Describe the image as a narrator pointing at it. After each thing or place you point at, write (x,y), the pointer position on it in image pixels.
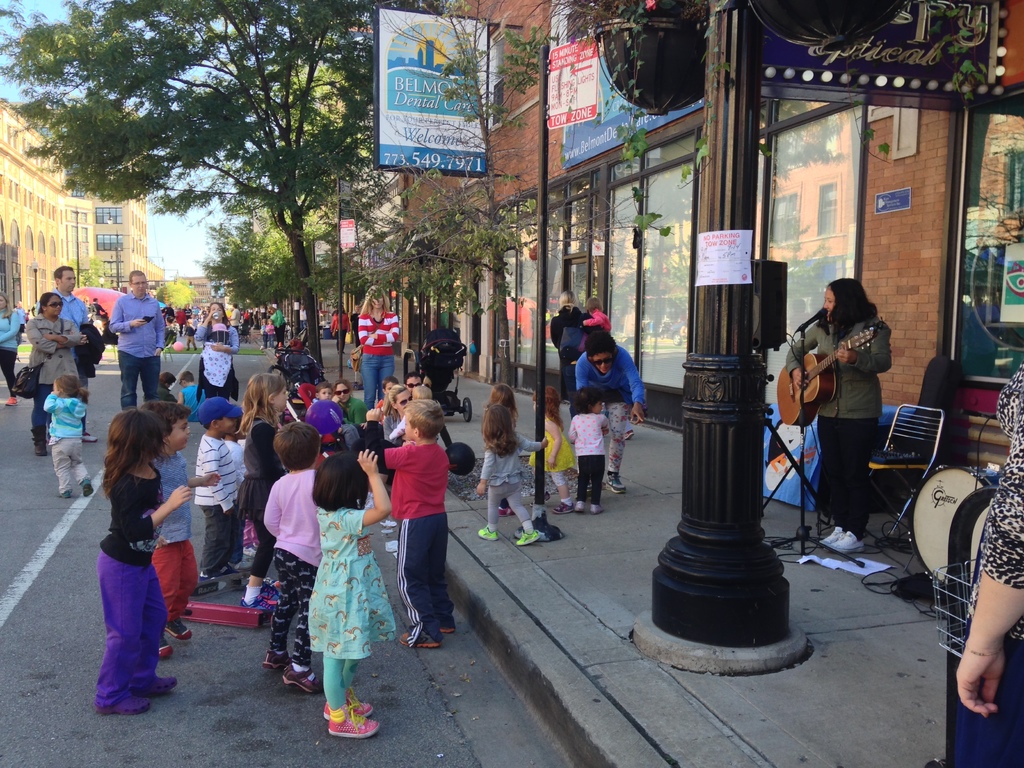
In this picture there is a group of children (295,560) who are playing on a street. On the right (852,379) there is women (853,325) who is playing a guitar (823,376) and singing in-front of mic (801,330). On the top (437,68) there is a banner (428,105). On the background (105,213) we can see a building (121,205) and sky (170,240). On the road (22,532) so many people (136,323) who are standing and walking. there is a street pole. Here it's a chair (928,435) and black bag (941,380).
